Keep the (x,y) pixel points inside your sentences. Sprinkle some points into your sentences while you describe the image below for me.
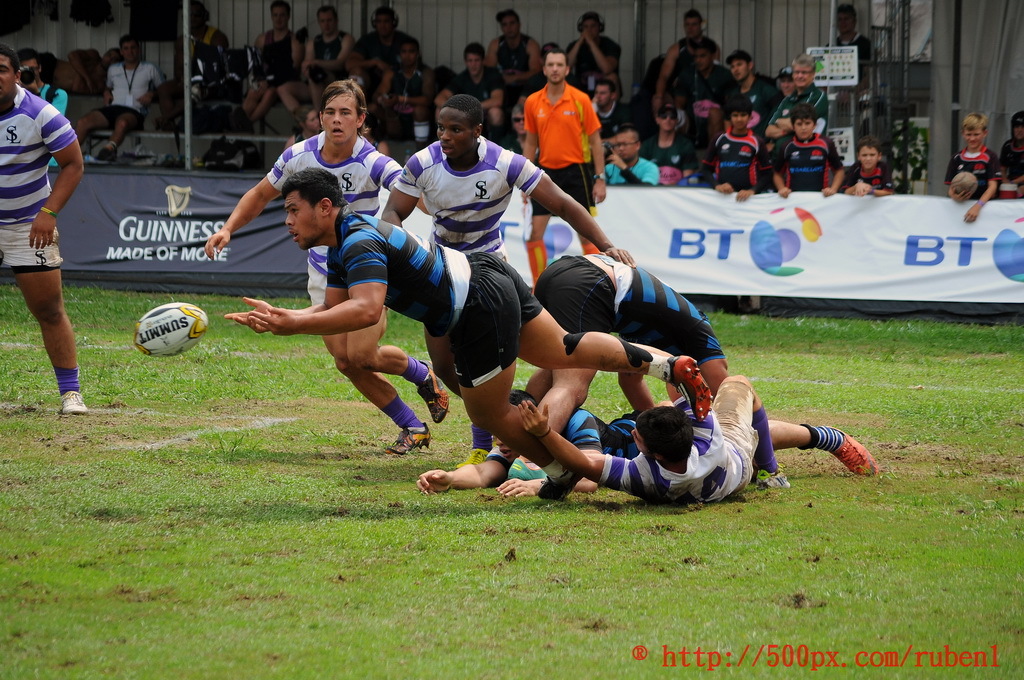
In the foreground of the picture (390,344) I can see a few men (284,178) playing the rugby game on the ground (573,602). In the background (520,35), I can see the spectators (708,44) sitting on the chairs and a few of them standing and watching the game. I can see a man (623,170) holding the camera (619,152).
